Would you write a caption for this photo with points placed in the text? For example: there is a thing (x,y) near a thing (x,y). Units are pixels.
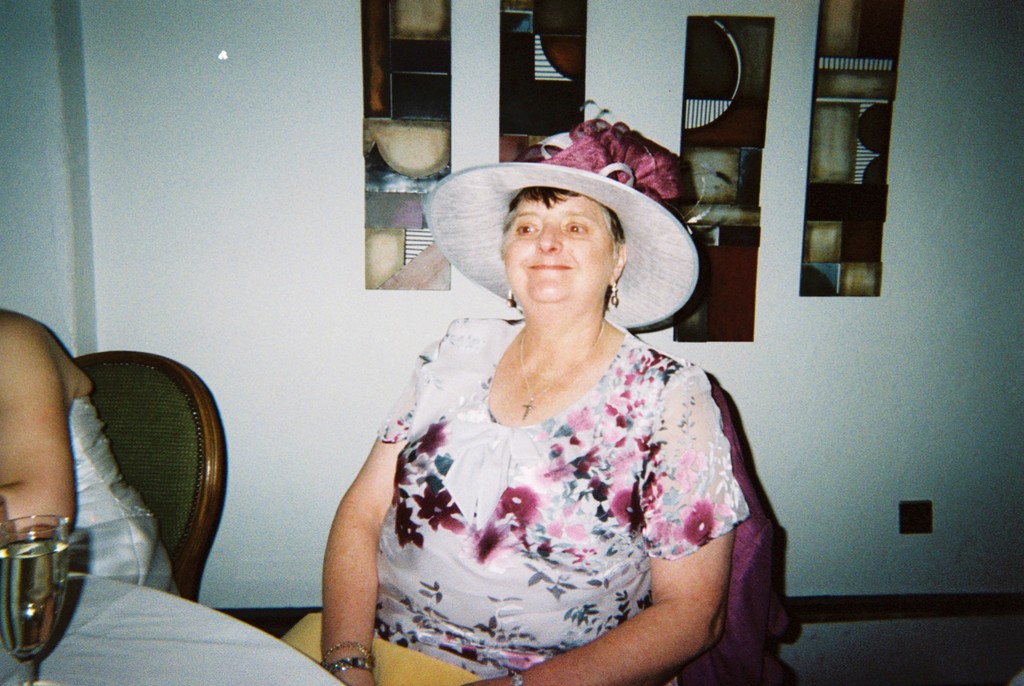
In this image I can see two women (93,491) sitting on the chairs (222,493). I can see a glass (35,666) on the table (111,620). In the background (183,314) I can see some objects (728,173) on the wall (492,66).
